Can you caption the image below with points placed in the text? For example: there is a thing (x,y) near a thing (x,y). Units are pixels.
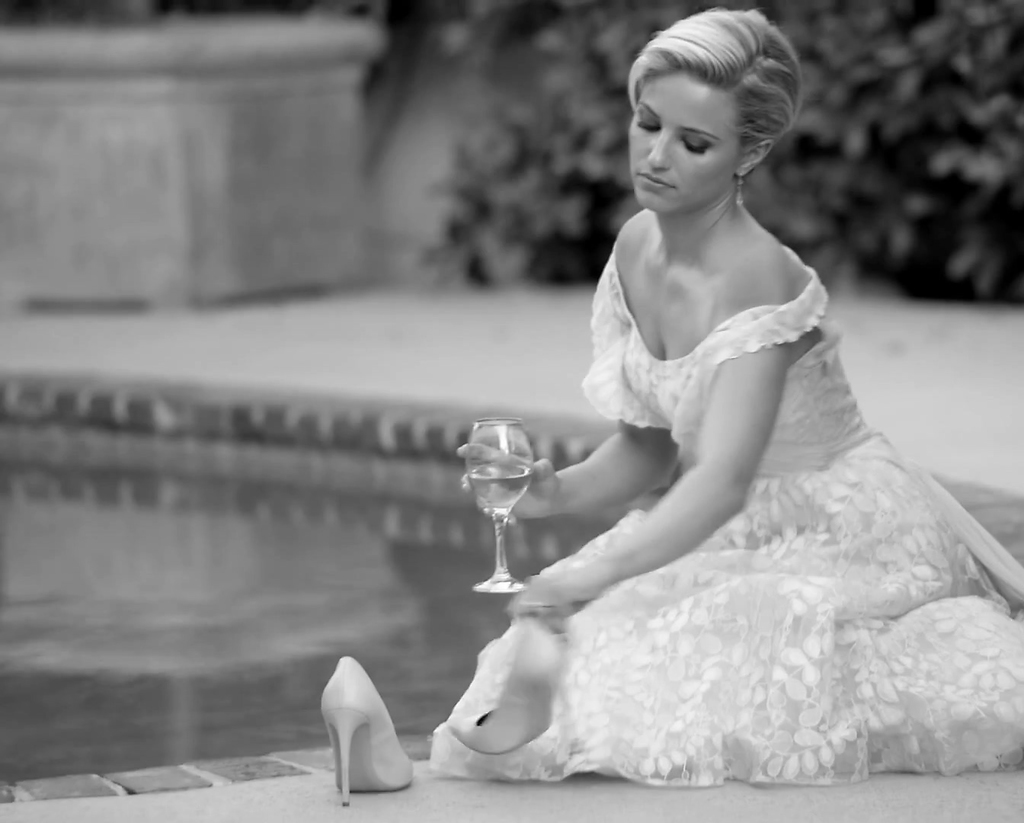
In the image there is a woman (780,526) with white gown (719,648) sat on floor (362,803), in front (203,603) there a pool (318,557) and in the background (531,188) there are plants (927,104).
